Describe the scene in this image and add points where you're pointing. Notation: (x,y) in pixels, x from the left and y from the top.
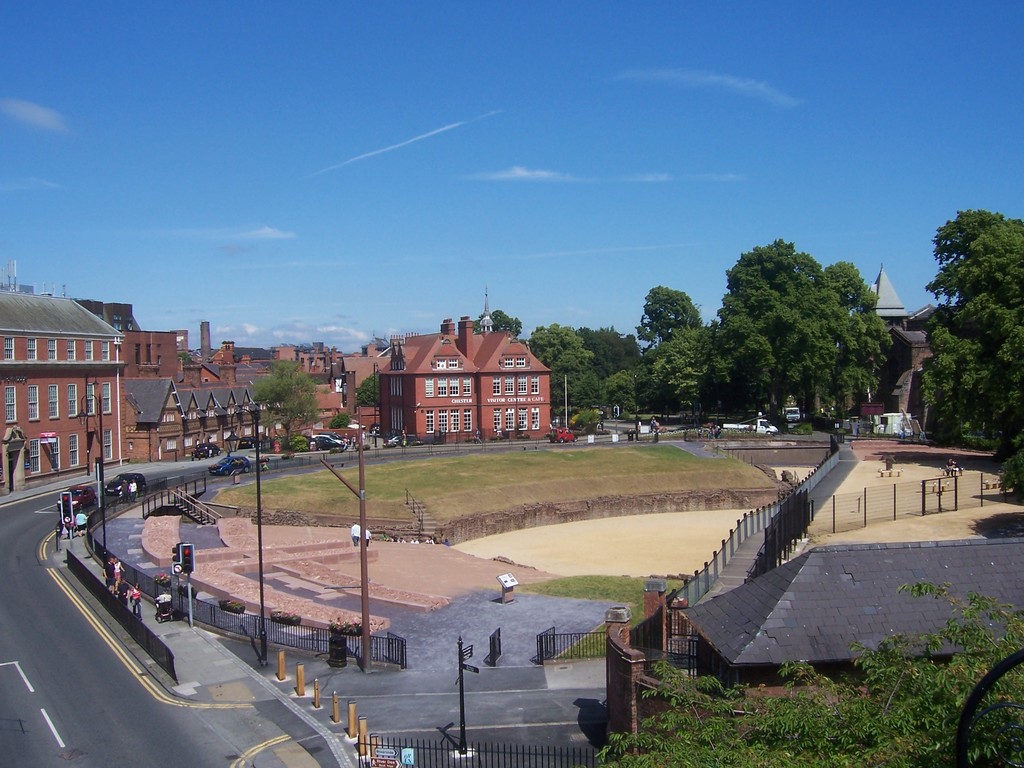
In this image there are buildings (227,432) in front of the road (11,618), beside that there are some roads (26,569) also there are cars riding on the road (11,533).
